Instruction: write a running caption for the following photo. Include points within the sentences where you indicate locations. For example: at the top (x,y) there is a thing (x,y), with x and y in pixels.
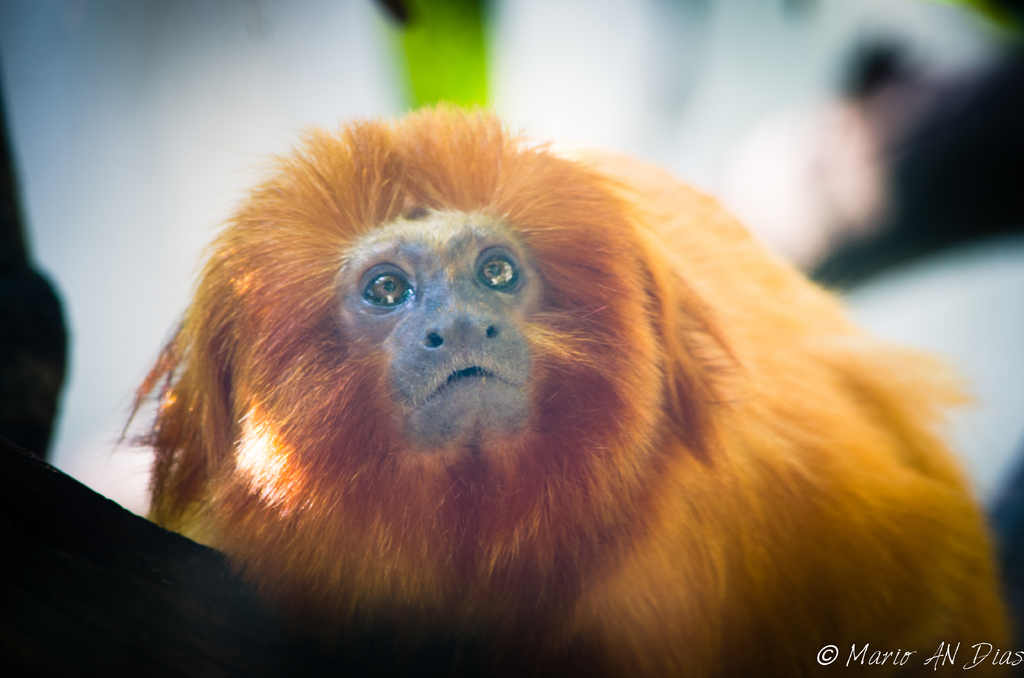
In this image I can see a monkey (422,546) which is in brown color and I can see blurred background (910,194).
